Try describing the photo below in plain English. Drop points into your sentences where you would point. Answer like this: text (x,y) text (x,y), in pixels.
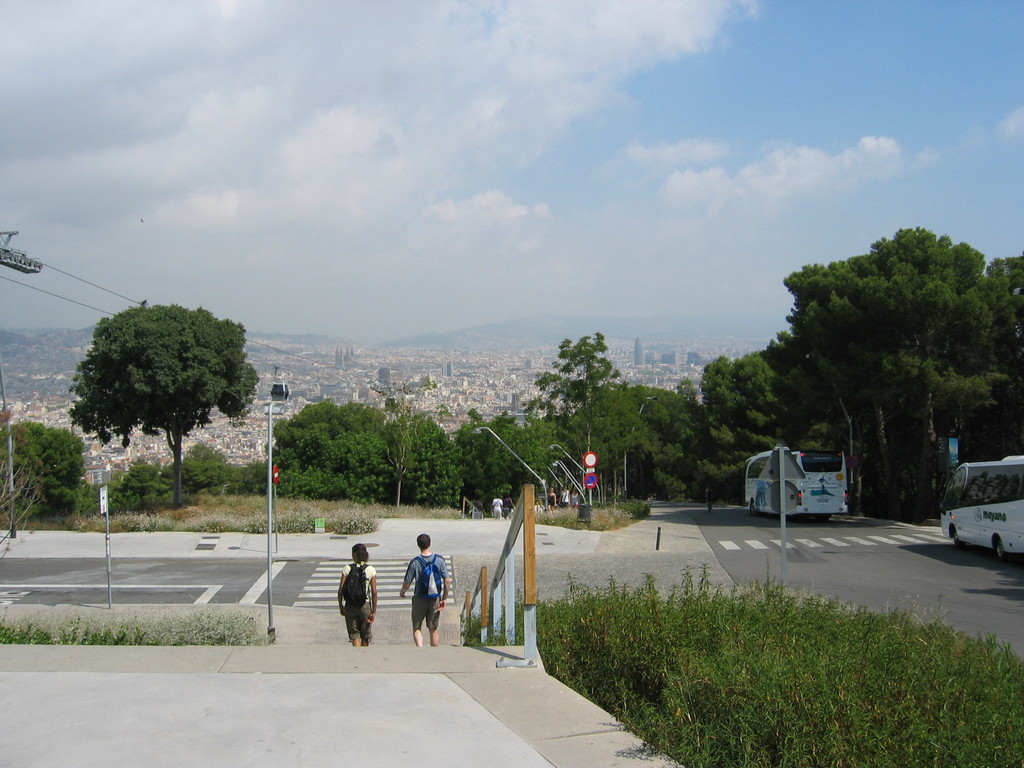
In this image I can see on the right side (759,642) there are bushes (731,663), in the middle (555,429) two persons (416,606) are walking and there are trees (549,443). On the right side (996,510) there are two vehicles (991,497) on the road (819,540), at the top (416,203) it is the sky (423,179).
